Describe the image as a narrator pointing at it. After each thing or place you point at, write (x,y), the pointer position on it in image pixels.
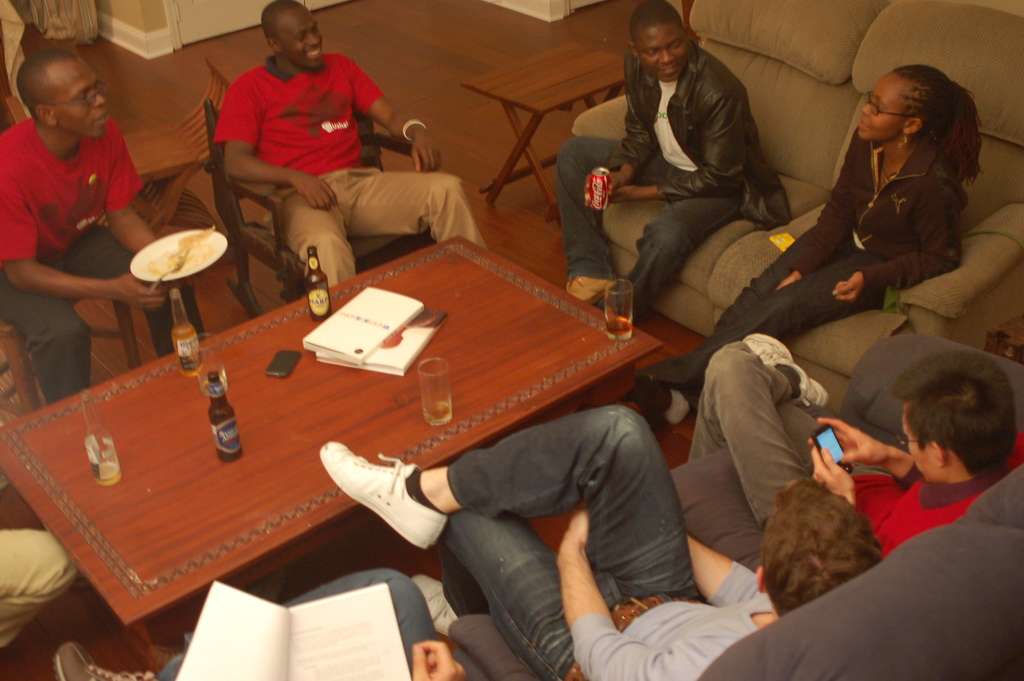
This picture is clicked inside the room (404,589). Here we see many people (662,132) sitting on sofa (812,206) and two on chair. The man (17,214) on the left corner of the picture (68,192) wearing red t-shirt (70,225) is holding plate (179,247) in his hands (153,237). In front of them, we see a table (343,408) on which book (359,341), glass (436,379), alcohol bottle (221,416) and mobile phone (280,355) is placed on it. Woman (855,256) sitting in sofa (750,242) is talking to the other people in the room (830,304). Beside the sofa (597,117), we see a table (514,89). Behind that, we see a wall (160,31).
